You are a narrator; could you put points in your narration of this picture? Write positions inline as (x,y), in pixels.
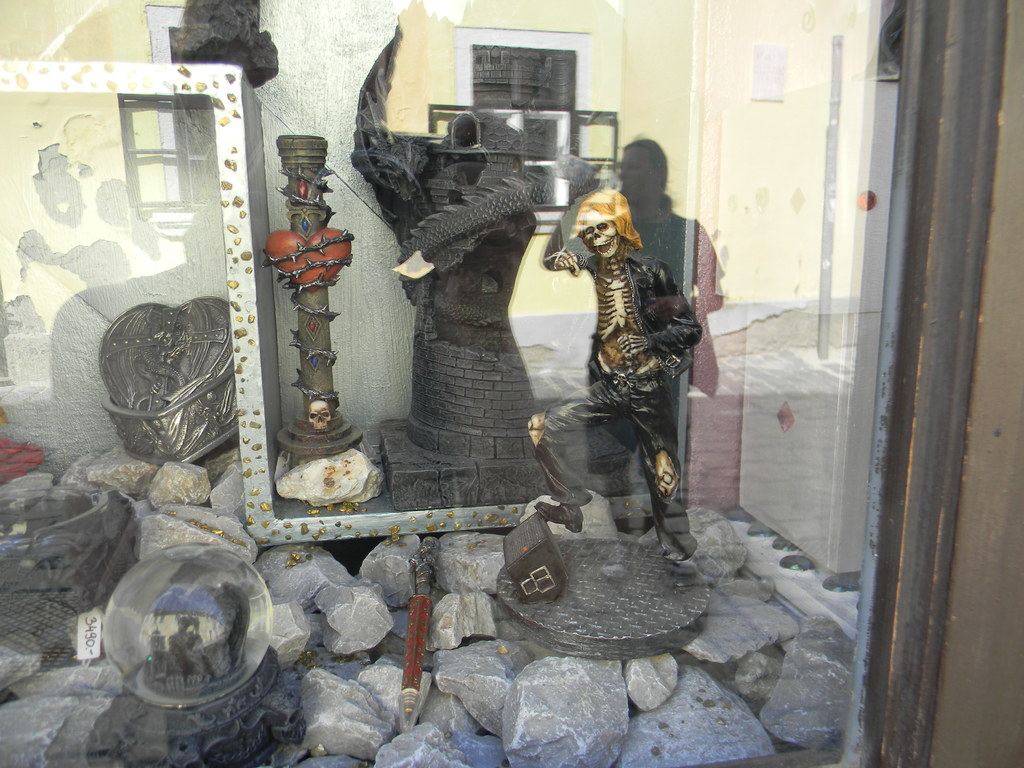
In this picture we can see glass (808,680), through this glass (735,288) we can see statues (557,566), stone (458,640) and objects (121,542). We can see reflection (659,239) of a person (669,267), wall (587,25) and windows (616,151).
